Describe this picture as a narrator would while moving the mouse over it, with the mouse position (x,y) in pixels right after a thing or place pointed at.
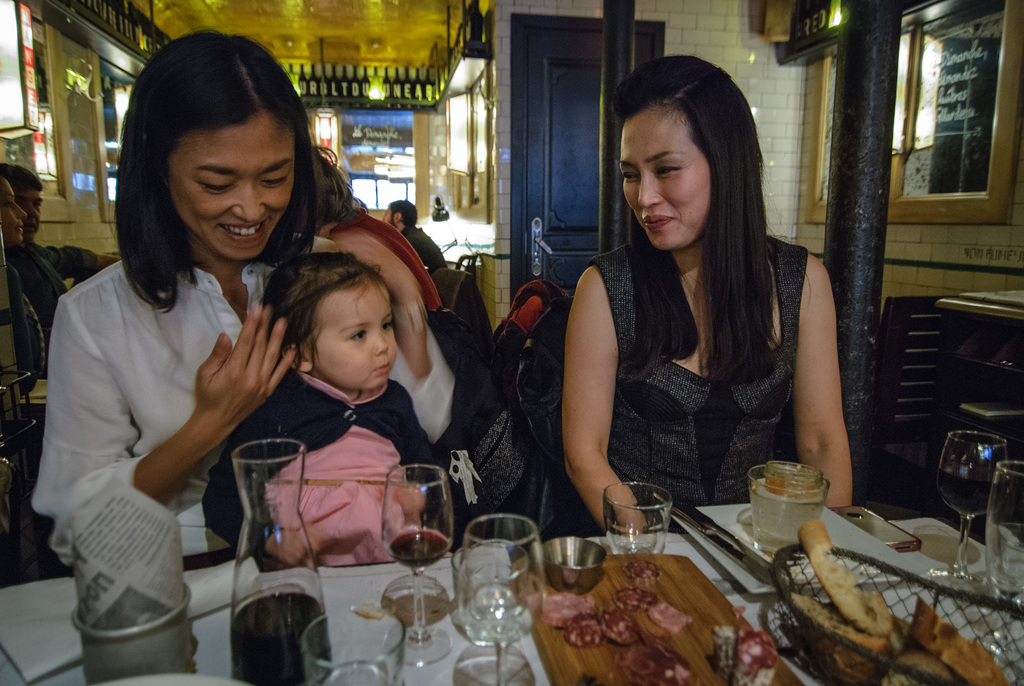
In this image, we can see two women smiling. At the bottom of the image (426,582), we can see a kid (369,513) and table (538,663). On top of that there are so many things (491,616) and items (634,639) are placed. In the background (489,294), we can see people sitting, poles (840,233), wall (785,180), glass objects (474,131), lights (18,75), bottles (397,69), chairs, door (594,239) and few things (1005,320).
